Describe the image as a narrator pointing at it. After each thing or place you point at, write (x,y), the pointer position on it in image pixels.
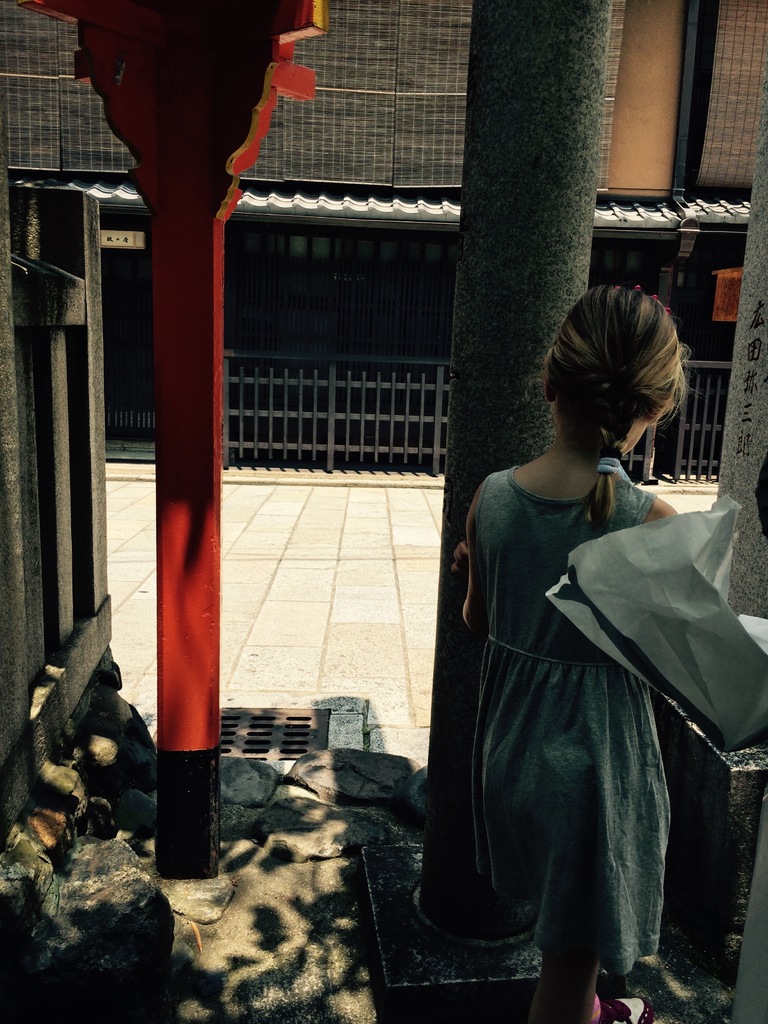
In this picture I can see a girl (582,518) standing near pillar (504,460), in front there is a house (372,180) with some grilles (409,286).
